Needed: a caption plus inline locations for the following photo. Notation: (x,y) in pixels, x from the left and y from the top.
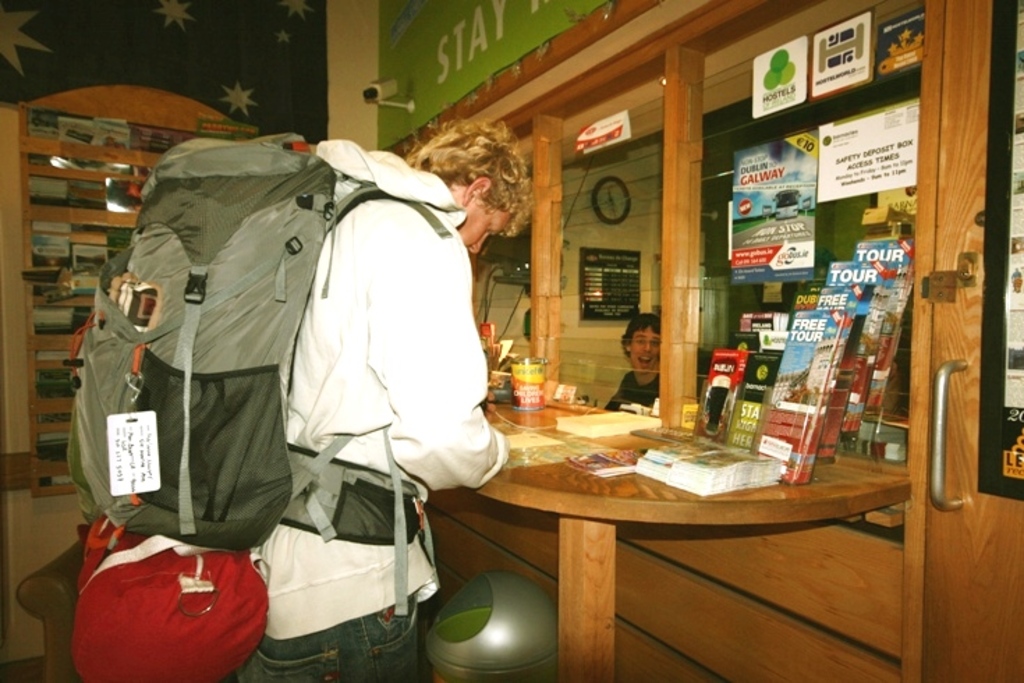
This is a picture taken in a room (323,262), the man (323,262) in white shirt (387,301) is wearing a bag (254,356) in front of the man (337,402) there is a table (543,474) on the table (604,478) there are books (742,402), box (526,380) and papers (547,450). Behind the man (352,280) there is a wall (353,107), on wall (352,87) there is a cc camera (370,93).
